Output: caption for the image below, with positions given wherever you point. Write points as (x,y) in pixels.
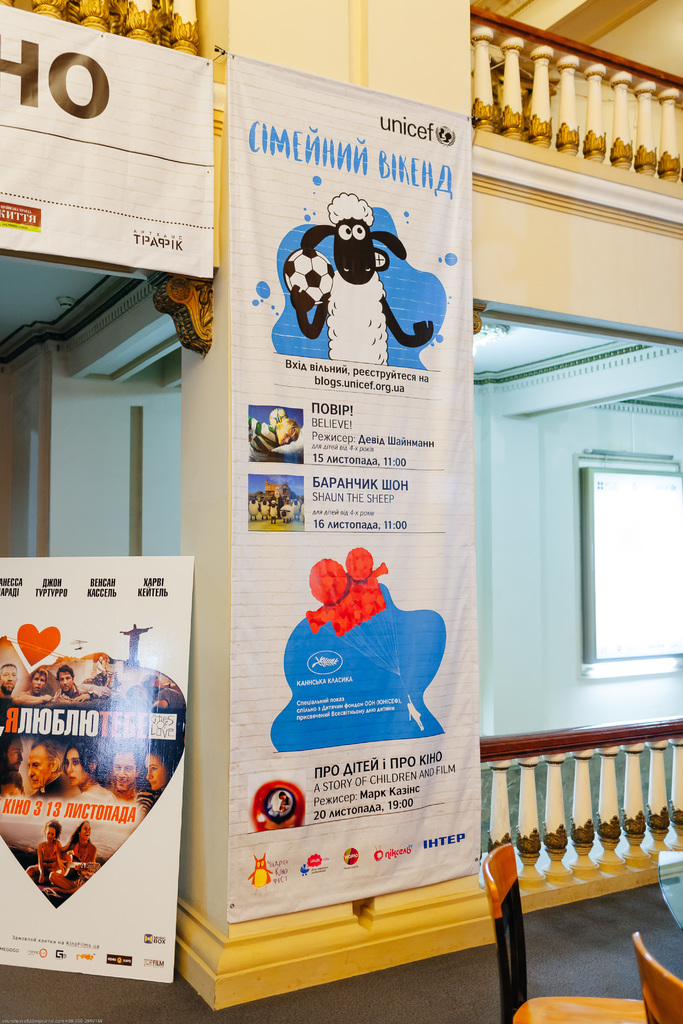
In this image I see banners (262,257) on which there are some pictures (353,227) and I see something is written and I see the floor (447,964) and I see 2 chairs (527,993) over here. In the background (634,443) I see the wall (113,477).
